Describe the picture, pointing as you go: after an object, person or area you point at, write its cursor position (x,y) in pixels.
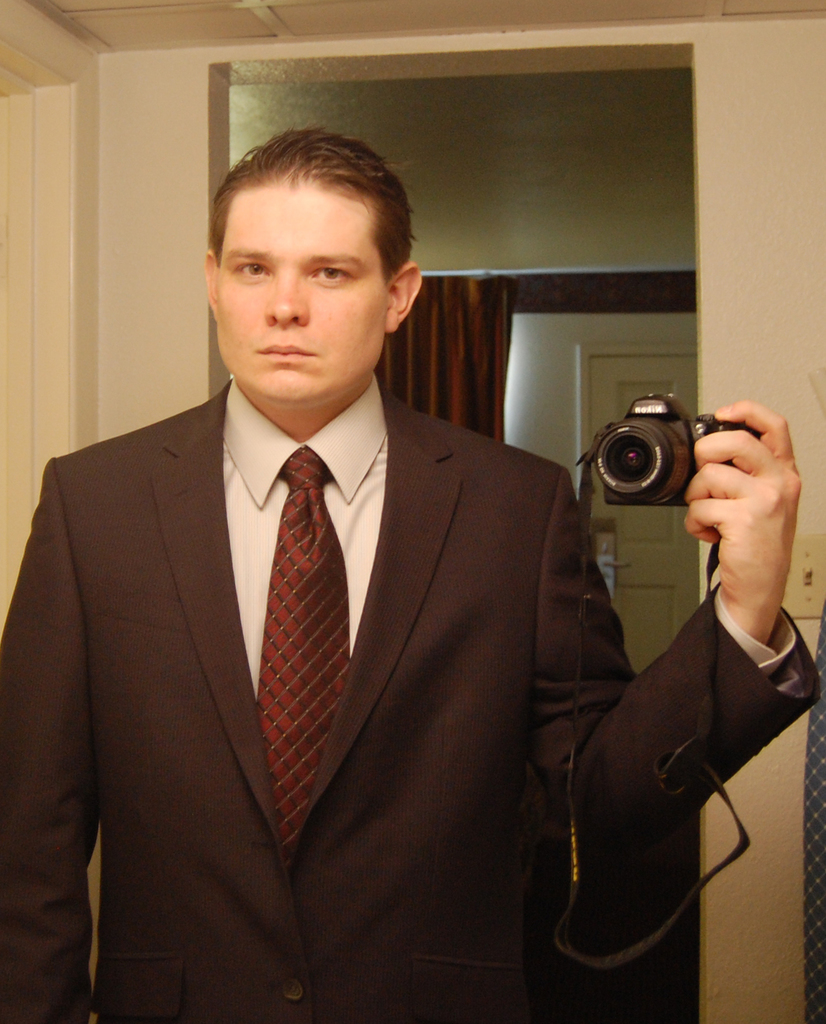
In the center of the image (298,615) there is a man (289,604) who is wearing a suit (504,646) is holding a camera (649,500) in his hand (719,504). In the background (815,308) there is a wall (566,333) and a curtain (455,393).
